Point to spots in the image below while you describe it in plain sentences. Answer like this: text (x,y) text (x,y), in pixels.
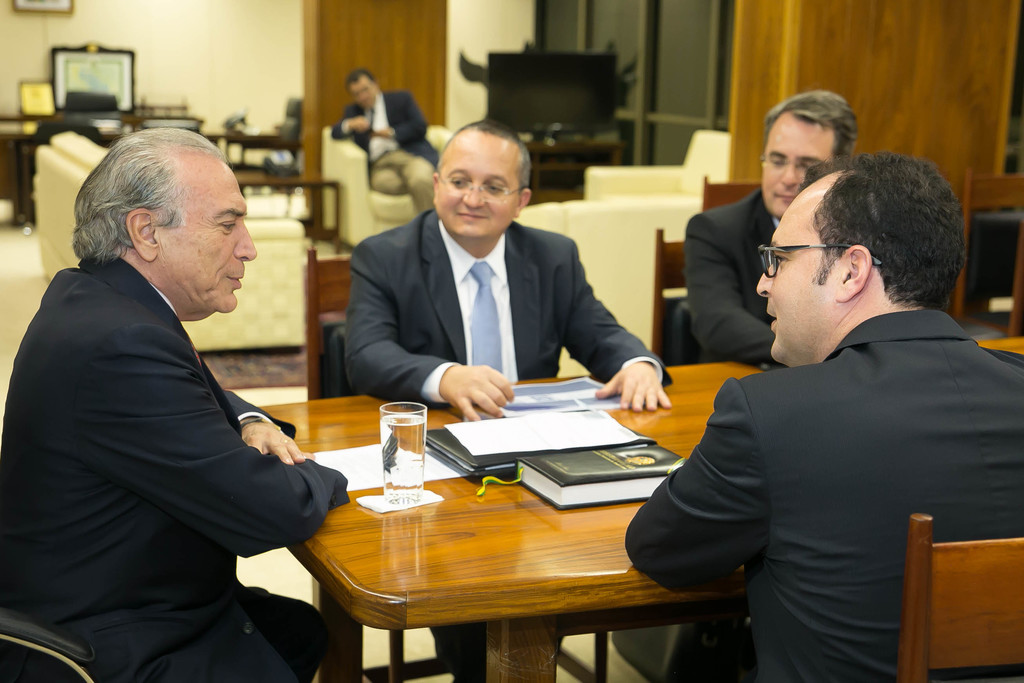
In this picture we can see there are four men (735,271) sitting on chairs (319,355). In front of the men (306,673), there is a table (464,570) and on the table (552,509), there are papers (503,443), a book (543,472), file (458,458) and a glass (412,451). Behind the men (200,376), a man (389,144) is sitting on a chair (356,180) and there are chairs (531,215) and some objects (537,106). In the top left corner of the image (53,8), it looks like a photo frame (31,8), which is attached to a wall (23,19).
